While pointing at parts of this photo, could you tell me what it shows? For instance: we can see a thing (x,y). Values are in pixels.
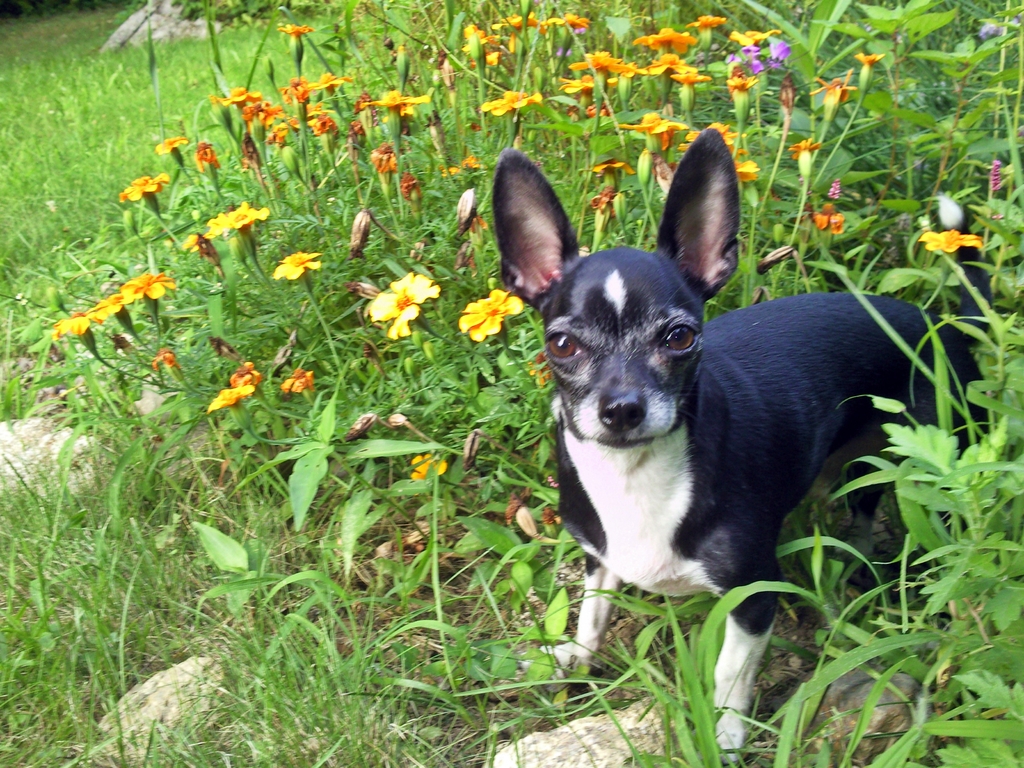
In the image there are plants (426,143) with leaves (116,375) and flowers (824,217). In between them there is a dog (723,400). On the ground (42,449) there is grass (9,503) and also there are stones (45,473).
